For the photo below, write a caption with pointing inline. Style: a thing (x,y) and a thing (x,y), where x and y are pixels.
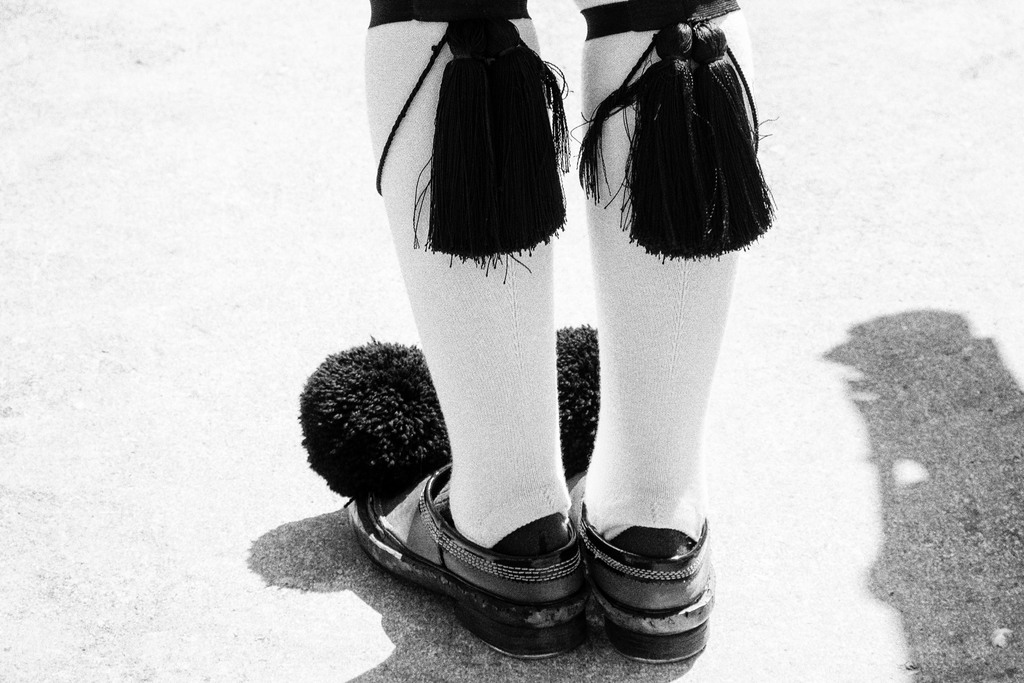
This is a black and white image. In this image we can see the legs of a person (436,535) wearing shoes (463,564).
